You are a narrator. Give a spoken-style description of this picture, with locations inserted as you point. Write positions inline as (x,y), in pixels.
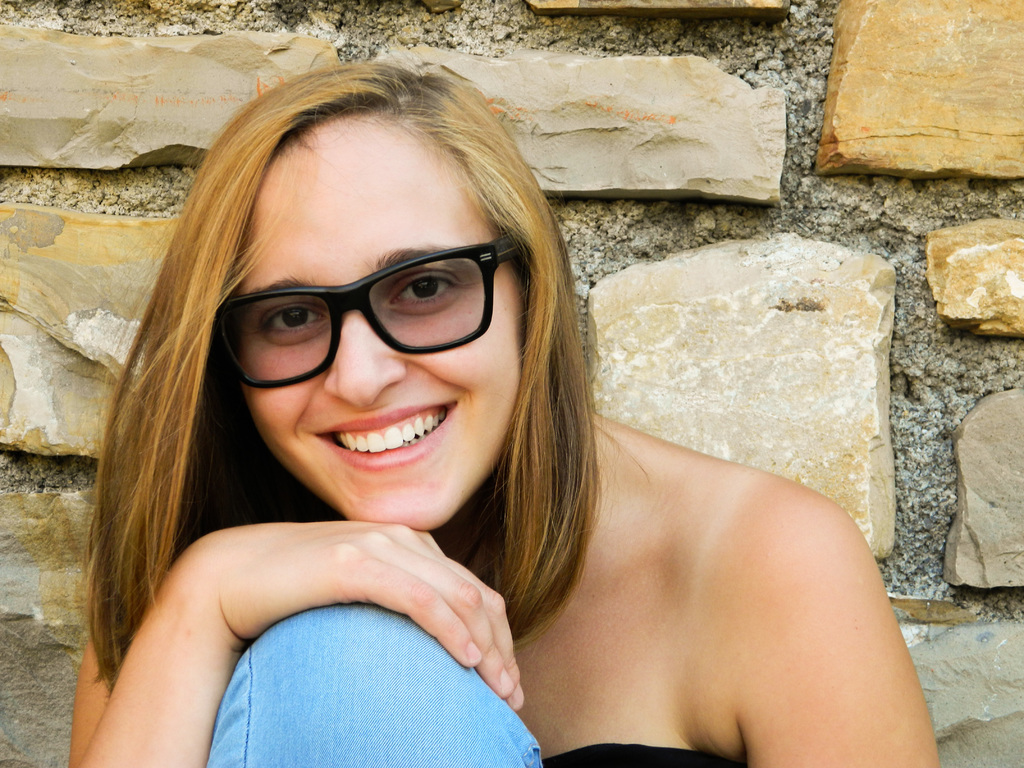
In this image, we can see a woman (383,380), she is smiling. In the background (660,62), we can see the wall (893,37).
